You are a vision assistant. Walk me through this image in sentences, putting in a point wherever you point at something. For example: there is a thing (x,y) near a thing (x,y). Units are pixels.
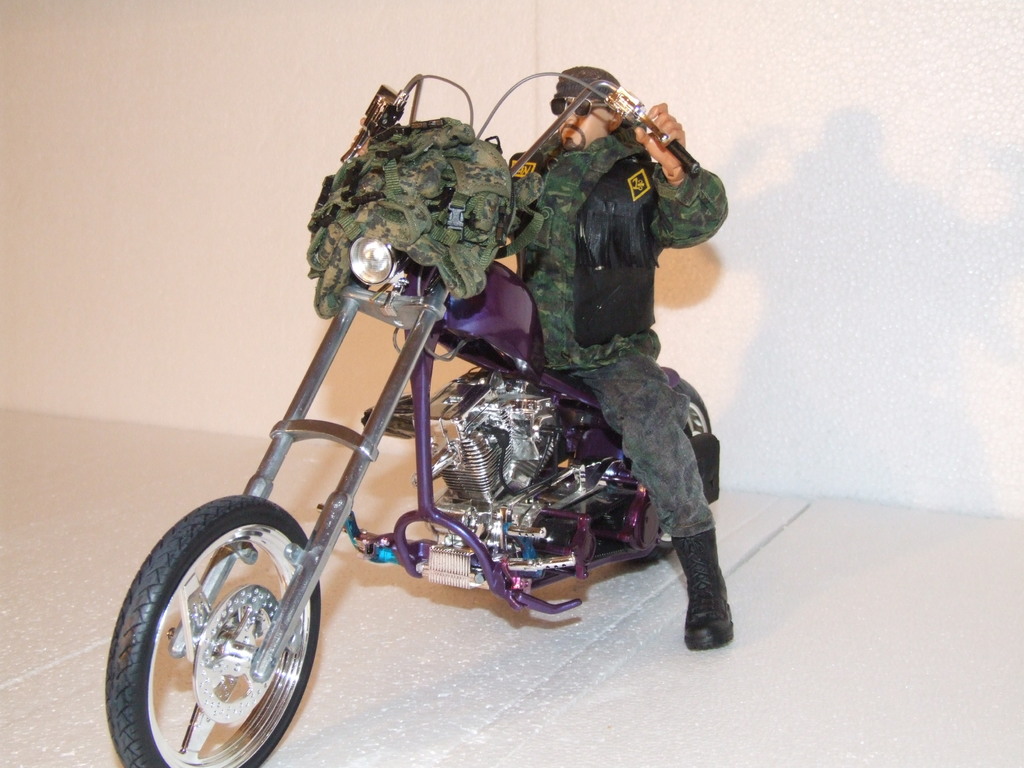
Here in this picture we can see a person (597,387) sitting on a motor bike (440,333) which is present on the ground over there and we can see he is wearing jacket (550,236), goggles (562,99) and cap (567,86) on him over there.
